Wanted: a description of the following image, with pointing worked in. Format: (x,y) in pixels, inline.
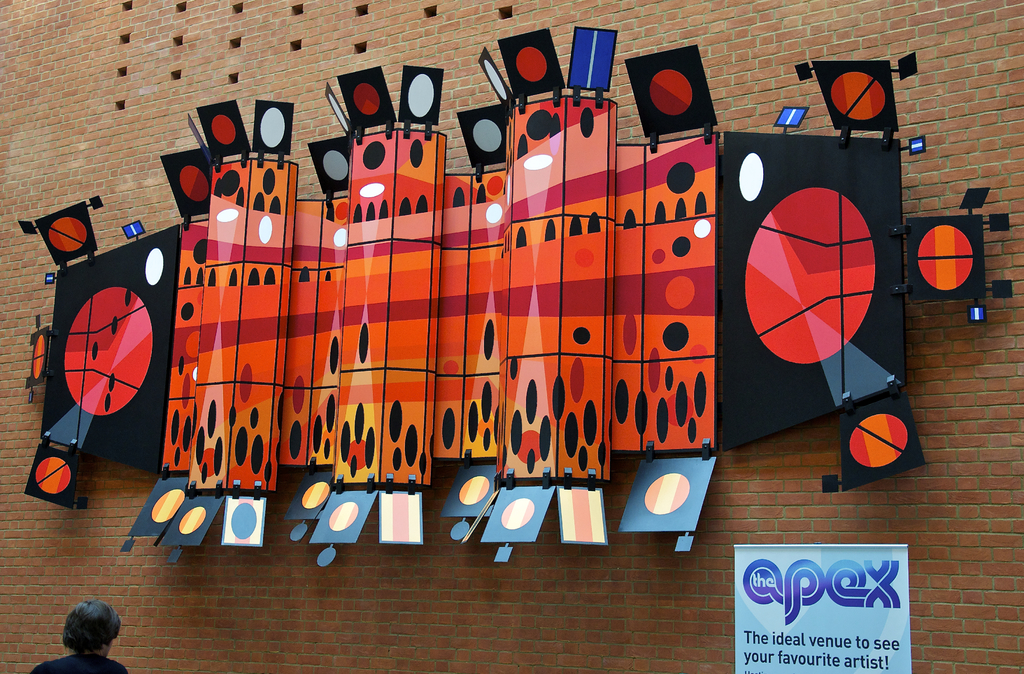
In this image we can see a person (86,619), in front of him there are boards (481,191) on the wall (945,521), also we can see a banner (809,600) with text (843,569) on it.
